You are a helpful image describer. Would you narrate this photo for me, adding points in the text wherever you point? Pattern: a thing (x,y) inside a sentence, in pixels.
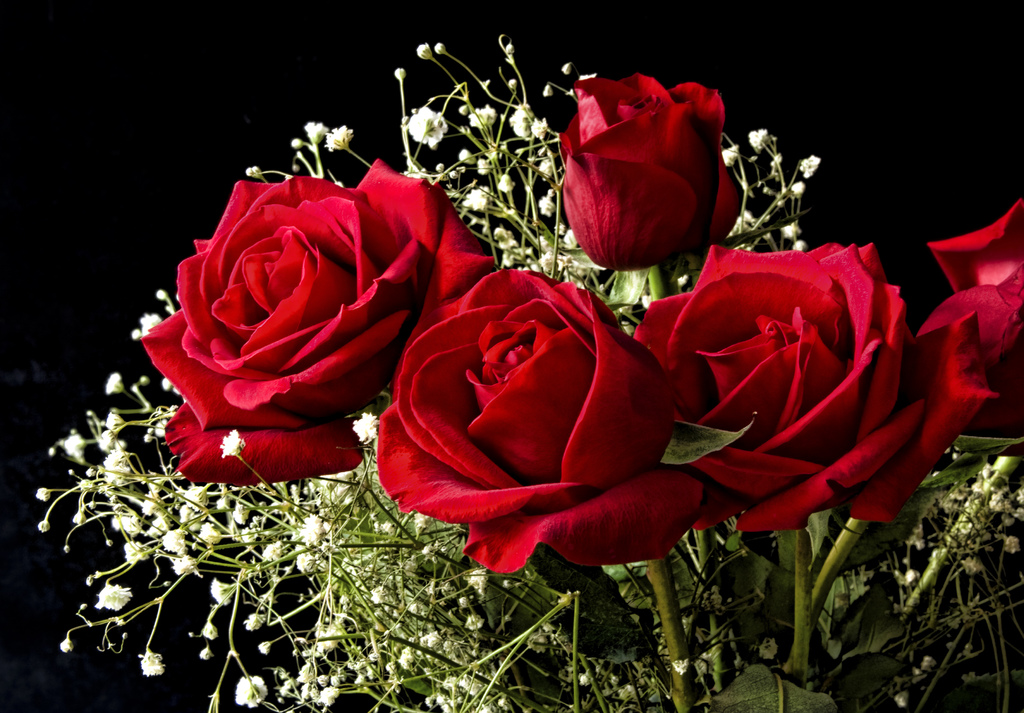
In this image, we can see some red roses (609,370). We can also see some tiny flowers (307,529) and the dark background (113,206).
